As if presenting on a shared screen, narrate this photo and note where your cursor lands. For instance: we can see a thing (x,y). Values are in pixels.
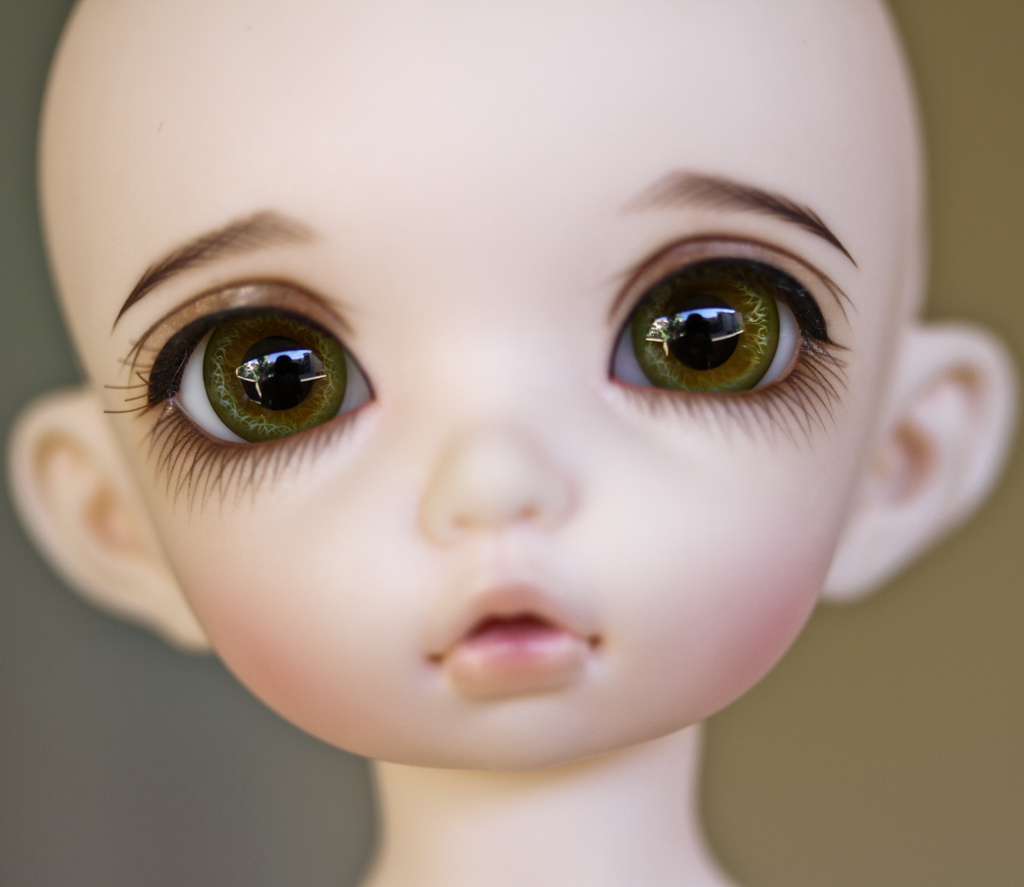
This picture consists of a doll (644,613) and a colored background (853,767).
